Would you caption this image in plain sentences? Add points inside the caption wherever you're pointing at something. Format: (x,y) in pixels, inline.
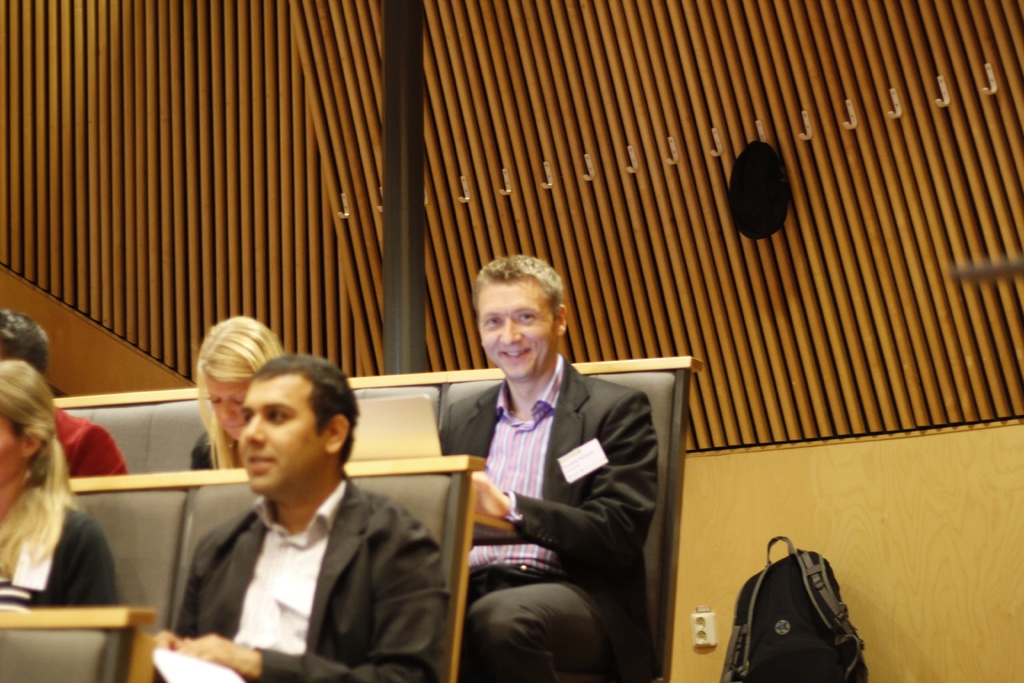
In this image In the middle (532,398) there is a man (522,510) he wears shirt (538,465), suit (609,412) and trouser (522,620) he is smiling. On the right (816,626) there is a bag (825,641) and wall (889,579). On the left (331,576) there are four people (226,458) sitting on the chairs (138,525).
